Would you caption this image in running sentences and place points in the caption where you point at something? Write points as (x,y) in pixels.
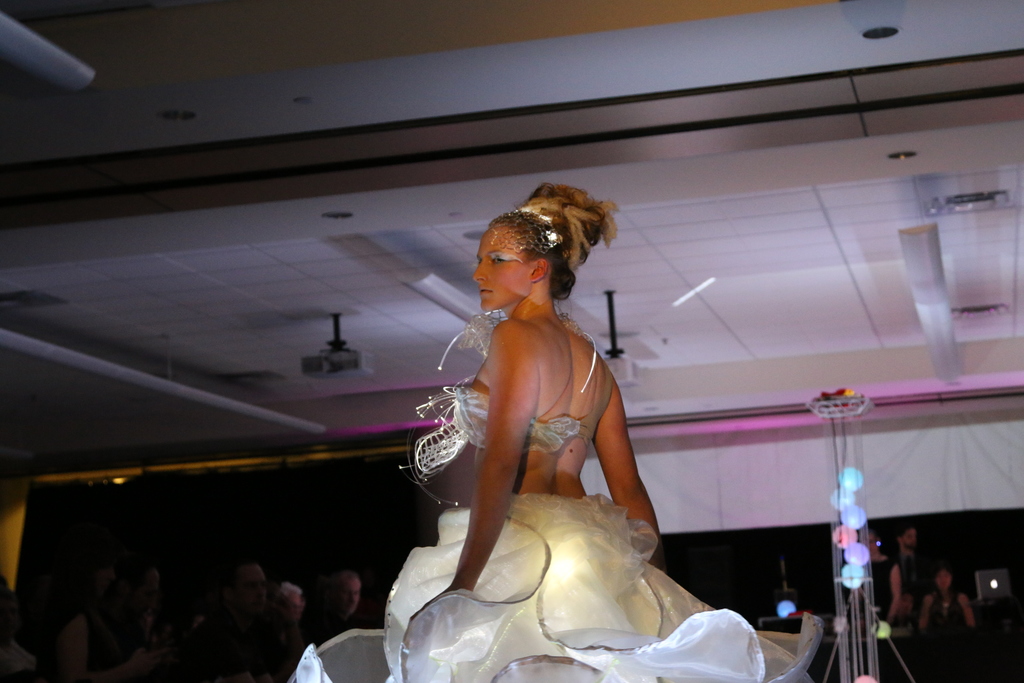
In the center of the image (456,394) we can see a lady (523,539) standing. She is wearing a costume (580,575). In the background (181,644) there are people (288,621). On the right (865,672) we can see a decor (867,518). At the top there are lights (930,242).
